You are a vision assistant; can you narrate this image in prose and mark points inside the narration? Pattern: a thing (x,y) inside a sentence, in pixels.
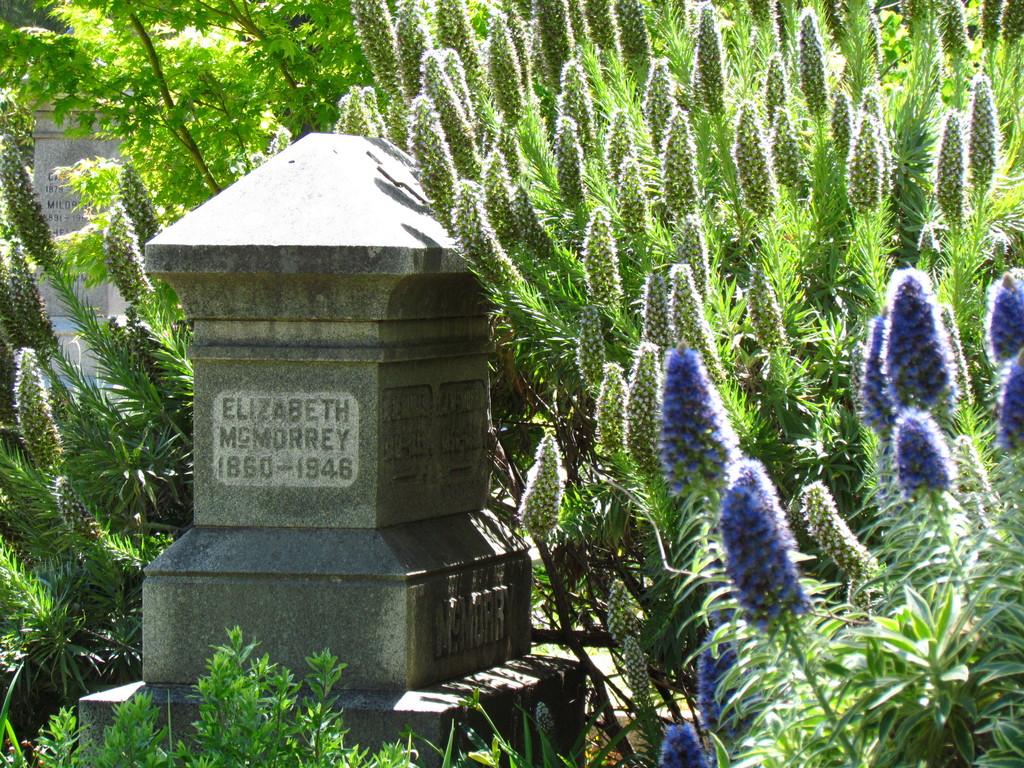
This image is taken outdoors. In the middle of the image (343,322) there is a tombstone (294,539) with a text (293,451) on it. In this image there are many plants (773,267) with leaves (132,110), stems (245,21) and flowers (752,494). In the background (48,181) there is a wall (53,194) with a text (62,208) on it.
